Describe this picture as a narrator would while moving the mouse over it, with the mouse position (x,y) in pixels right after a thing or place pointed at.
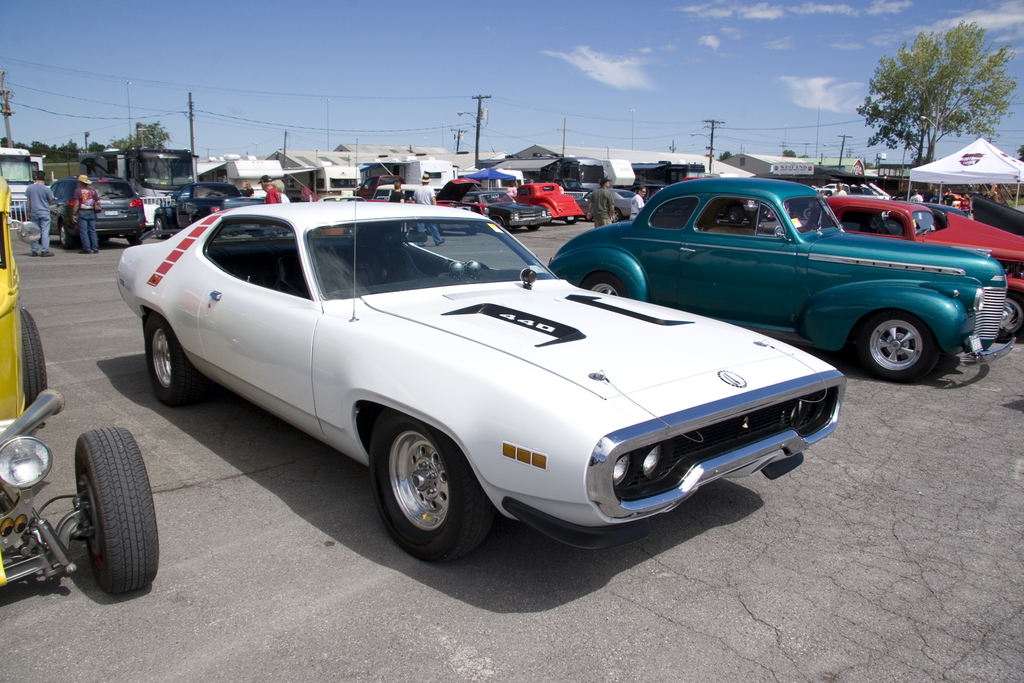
In this picture we can observe some cars (450,251) parked. We can observe different colors of cars (439,220) in this picture. There are some people (85,207) standing. In the background (590,155) we can observe houses (881,178). On the right side (951,166) there is a white color tent (958,162). There are trees (918,101), poles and some wires (252,125). There is a sky (620,69) with some clouds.
